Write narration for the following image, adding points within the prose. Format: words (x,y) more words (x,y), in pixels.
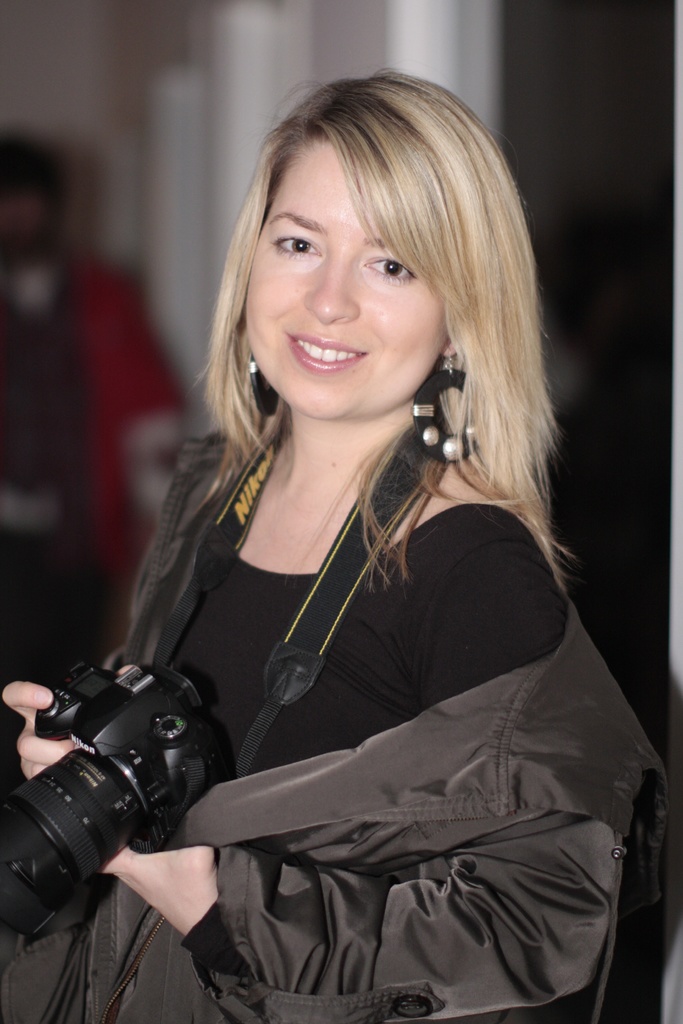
A girl (453,652) with dark jacket (503,689) is standing and holding a camera (62,799) in her hand (114,856). She is smiling.
